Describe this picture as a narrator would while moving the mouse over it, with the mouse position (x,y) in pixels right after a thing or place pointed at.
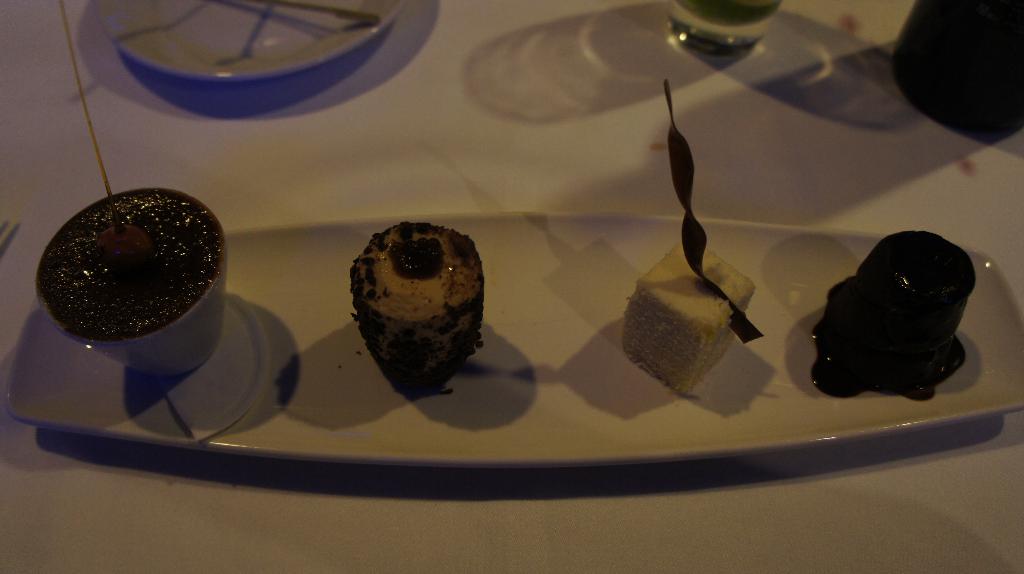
In this image there are food items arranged on a plate (272,401), in front of the plate (360,401) there is an another plate (275,62), glass (699,39) and other object (938,91).
